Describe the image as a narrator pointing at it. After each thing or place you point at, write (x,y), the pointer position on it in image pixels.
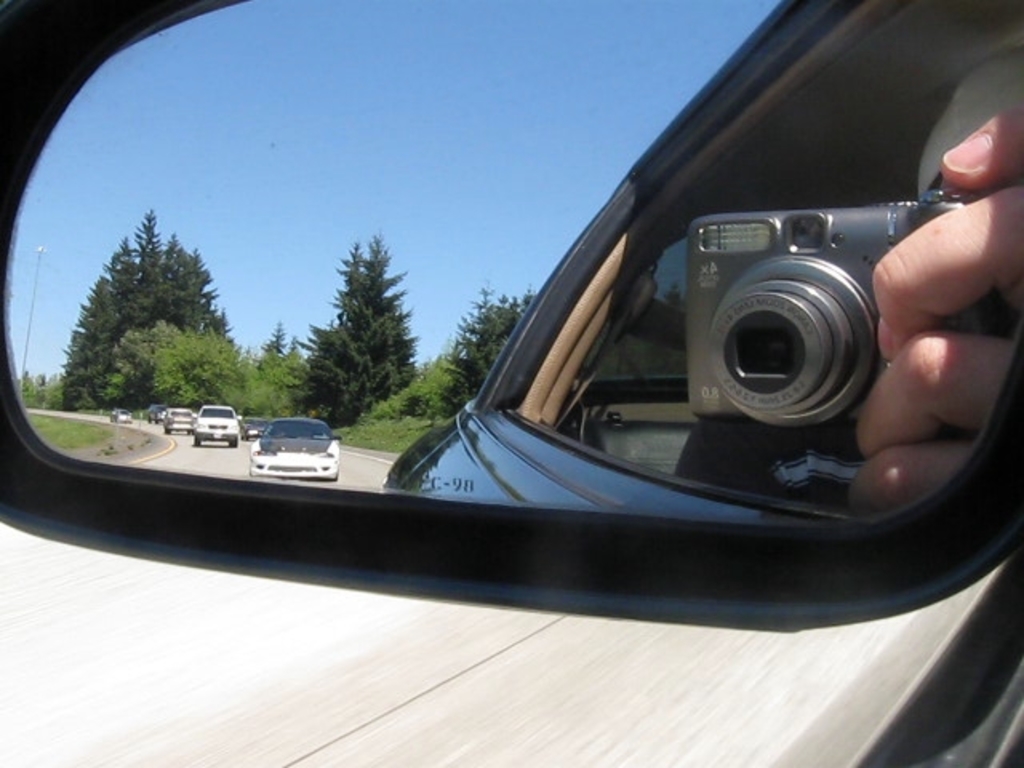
In this image, we can see a vehicle (583,348) and there is a mirror (583,348), through the glass (607,318) we can see a person (906,311) holding a camera (854,312) and there are trees (183,321) and some vehicles (167,418) on the road (220,454) and there is a pole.
